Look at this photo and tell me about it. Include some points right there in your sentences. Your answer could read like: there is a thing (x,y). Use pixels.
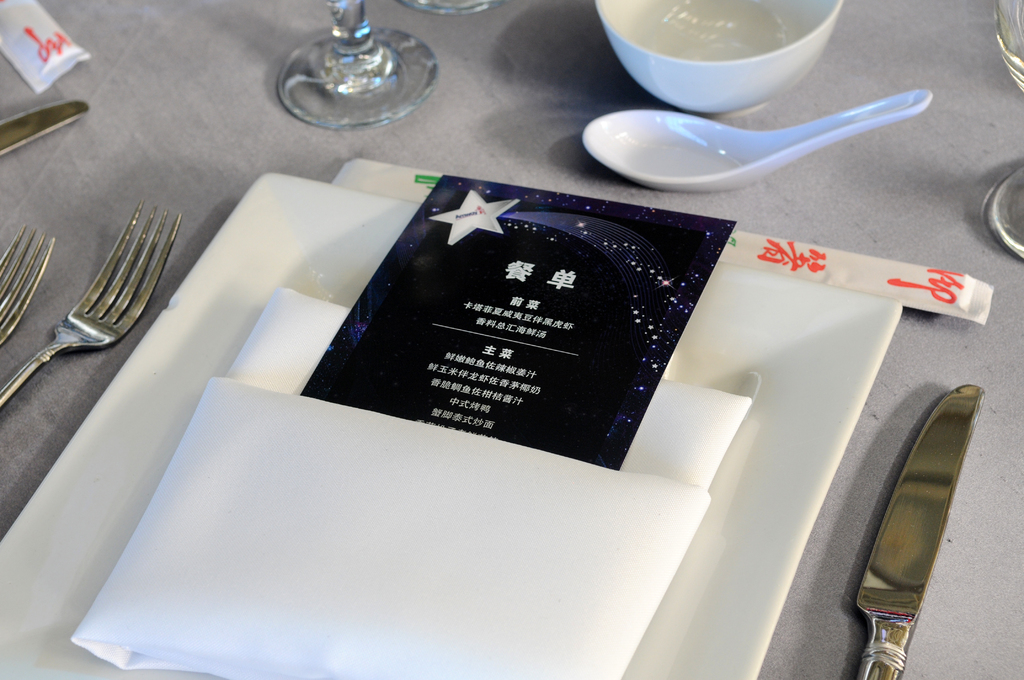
In the image we can see there is a table (120,167) on which there is a cloth (341,507), knife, spoon (648,162), fork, bowl (689,48) and a pamphlet (519,351).
